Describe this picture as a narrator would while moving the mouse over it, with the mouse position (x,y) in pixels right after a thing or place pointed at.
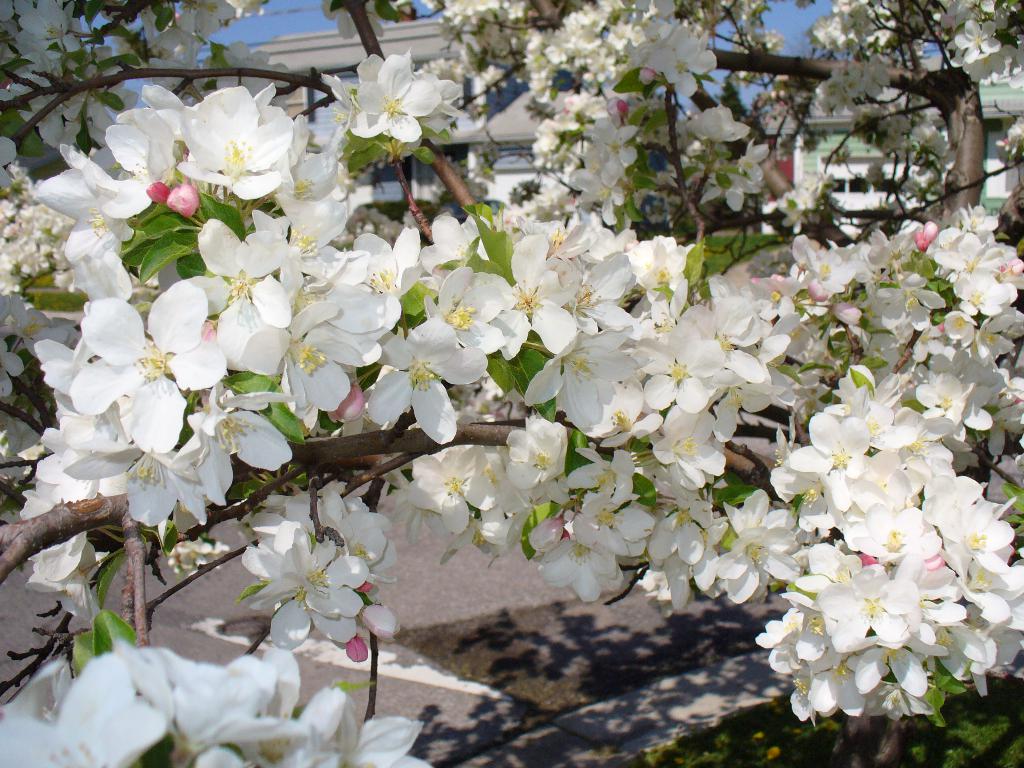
In this image I can see a tree (522,397) which is green and brown in color and it has few flowers (696,470) which are white and pink in color. In the background (471,84) I can see few buildings (315,99) and the sky (240,27).
